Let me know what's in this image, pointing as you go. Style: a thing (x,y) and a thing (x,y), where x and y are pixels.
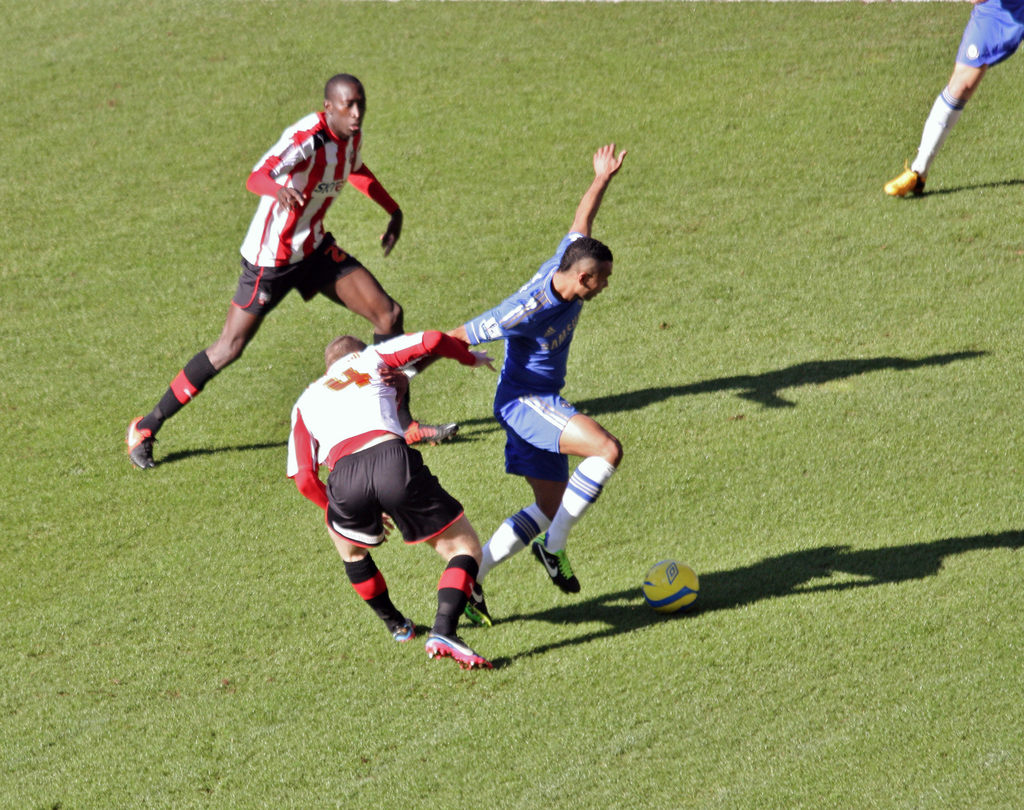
In the image the players (520,469) were playing football in the ground (494,222), the shadows (793,564) of the players (378,408) are being reflected on the ground (653,304) due to sunlight (667,346).
